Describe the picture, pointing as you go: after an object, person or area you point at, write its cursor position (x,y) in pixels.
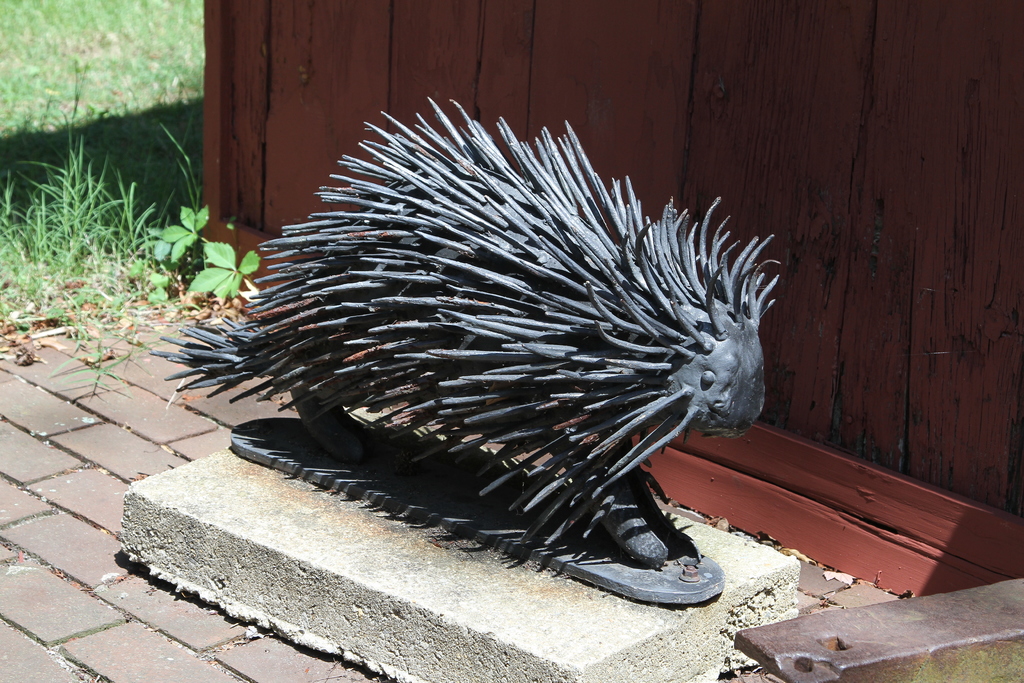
It is a statue (564,365) is in the shape of porcupine (561,349), this is the wooden wall (792,93) in the right side of an image (815,85). On the left side (119,131) there is the grass (97,158).
